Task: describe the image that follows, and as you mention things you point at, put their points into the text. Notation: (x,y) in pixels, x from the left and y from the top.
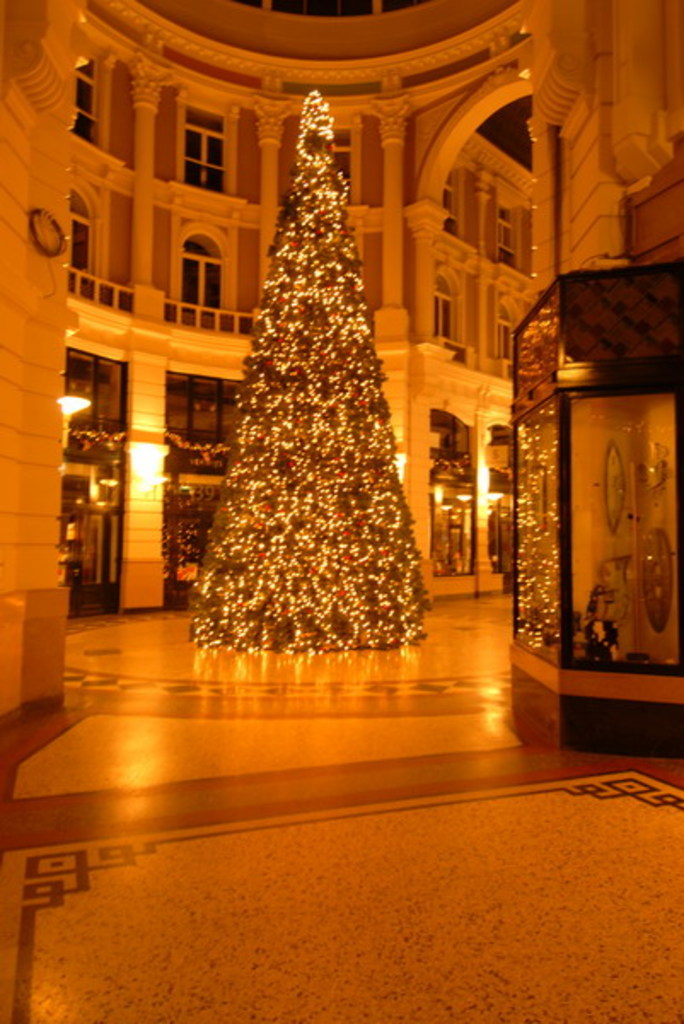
In this image, we can see a Christmas tree (357,335) inside the building (239,106) decorated with some lights (283,270). There is a display chamber (583,504) on the right side of the image (584,505).
